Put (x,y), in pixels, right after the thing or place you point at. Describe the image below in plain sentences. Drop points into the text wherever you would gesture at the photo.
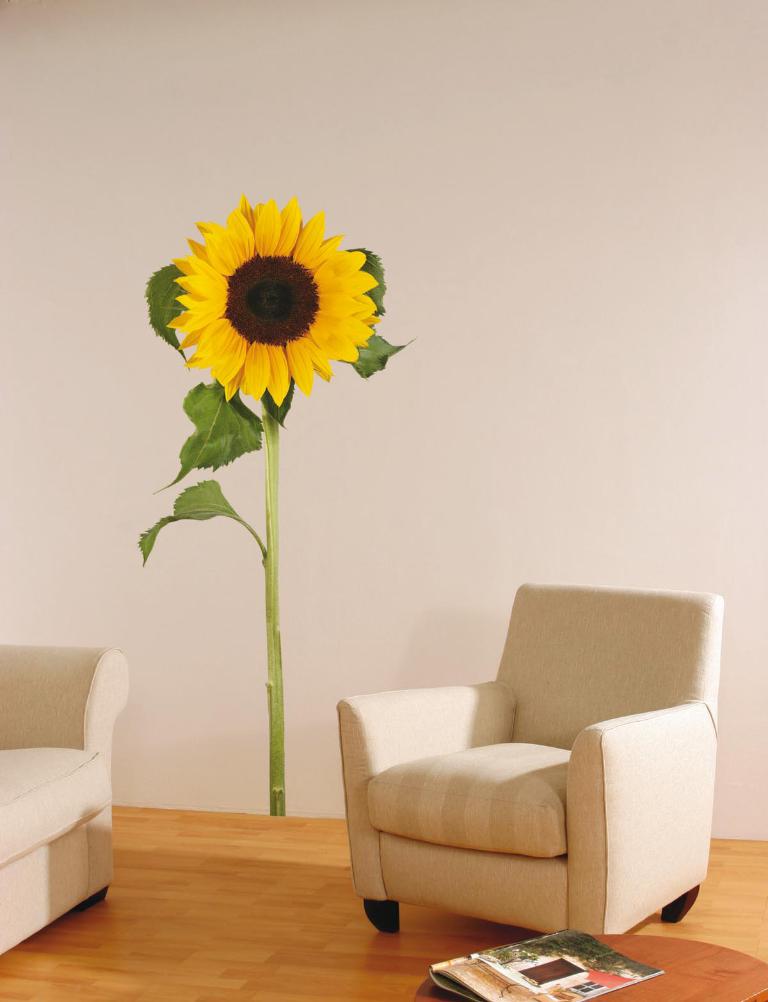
This is the picture of a room (526,259). In this image there is a sunflower wall poster (393,355) and there are chairs (86,795) and there is a book (631,969) on the table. At the bottom (253,913) there is a wooden floor (316,900).
